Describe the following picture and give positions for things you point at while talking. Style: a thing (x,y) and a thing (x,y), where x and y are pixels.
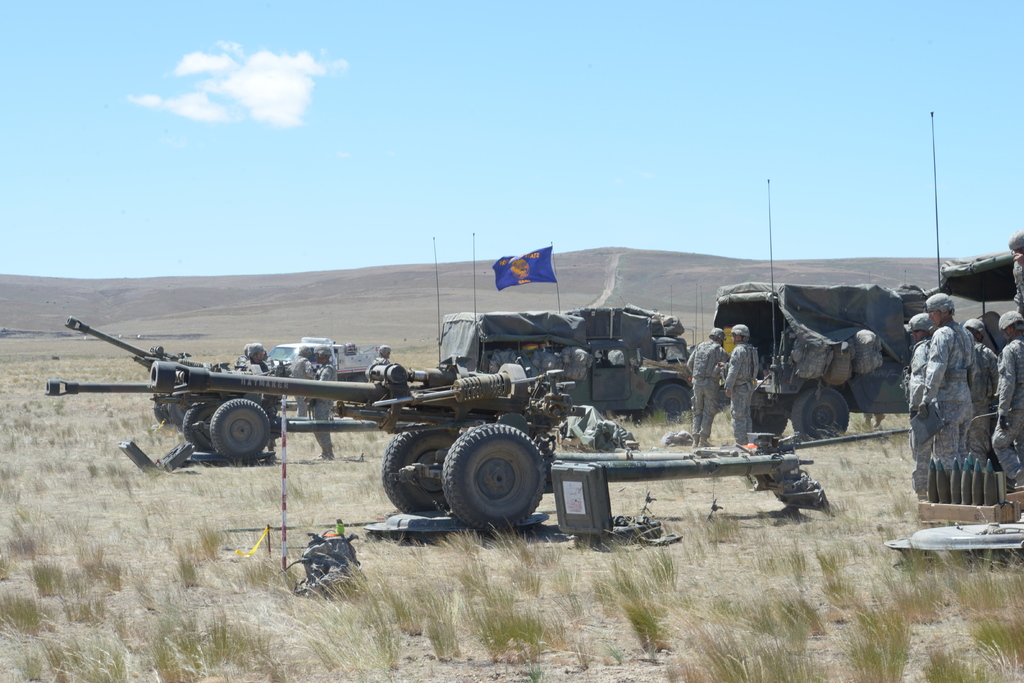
In this image there are vehicles (479,408) on the land (651,569) having grass (589,566) and few objects (971,542). There is a flag (536,264) attached to the pole (557,268). There are people (924,329) standing on the land (836,489). They are wearing uniforms (325,371) and helmets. Background (6,308) there is a hill (643,294). Top of the image (698,106) there is sky (698,63), having clouds (216,63).
